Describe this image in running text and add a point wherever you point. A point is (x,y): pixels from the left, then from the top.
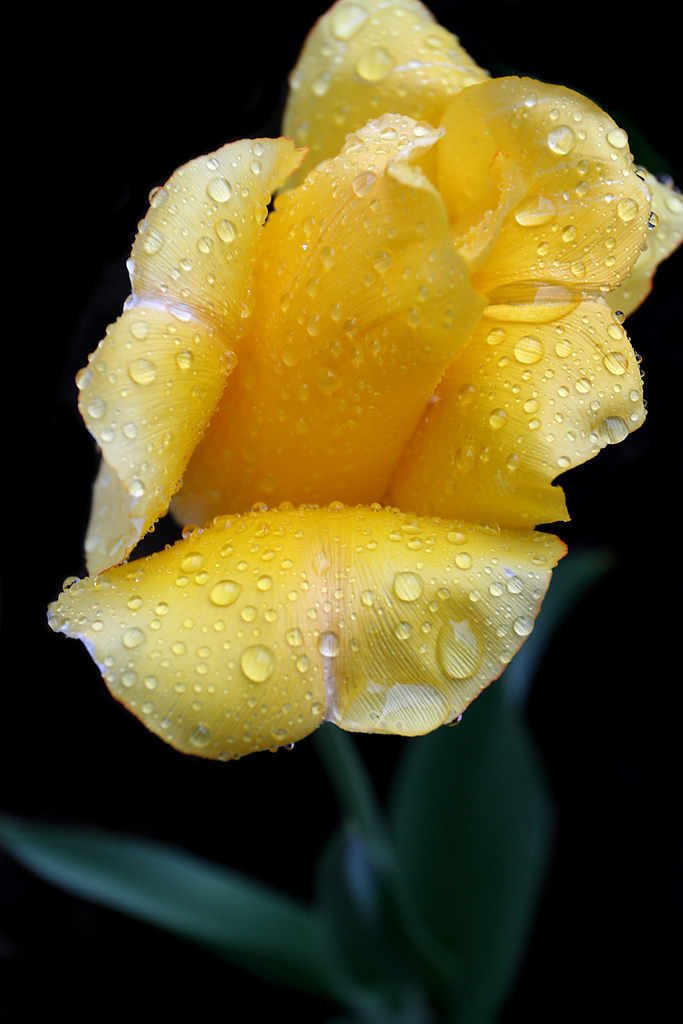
In this image there is a plant (364,668) having a flower (358,370) and leaves (430,885). The flower (336,528) is in yellow color.
